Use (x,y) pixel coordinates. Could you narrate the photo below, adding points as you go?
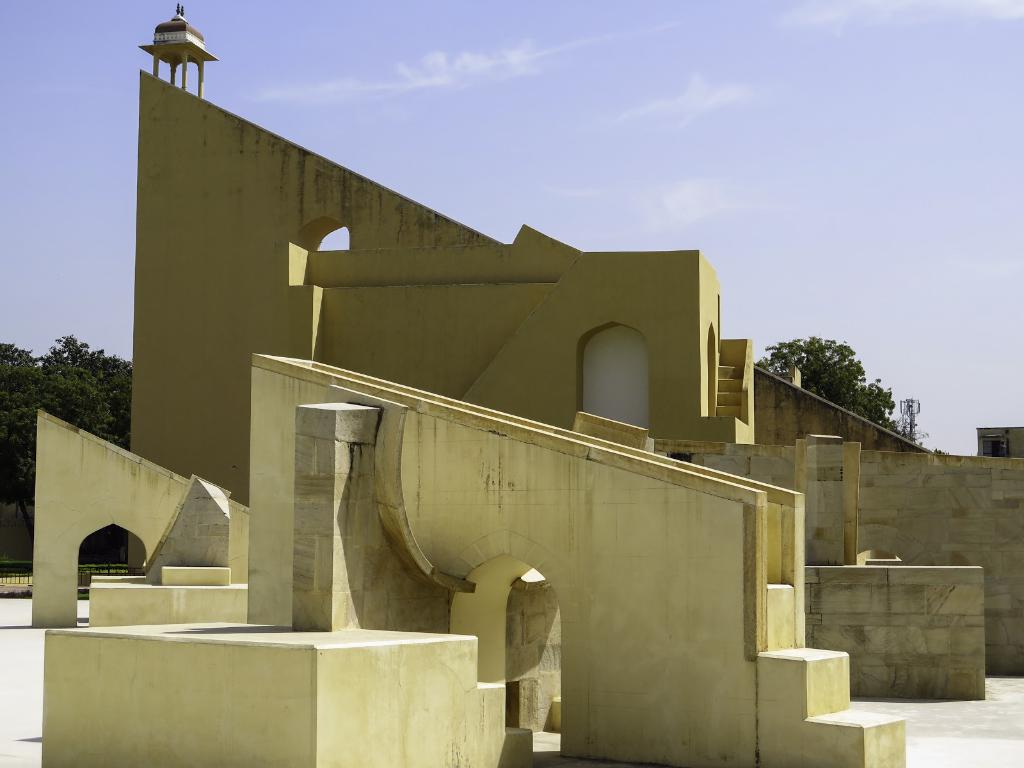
In this image I can see the building (504,651) in light yellow color. In the background (776,356) I can see few trees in green color and the sky (561,117) is in blue and white color.
